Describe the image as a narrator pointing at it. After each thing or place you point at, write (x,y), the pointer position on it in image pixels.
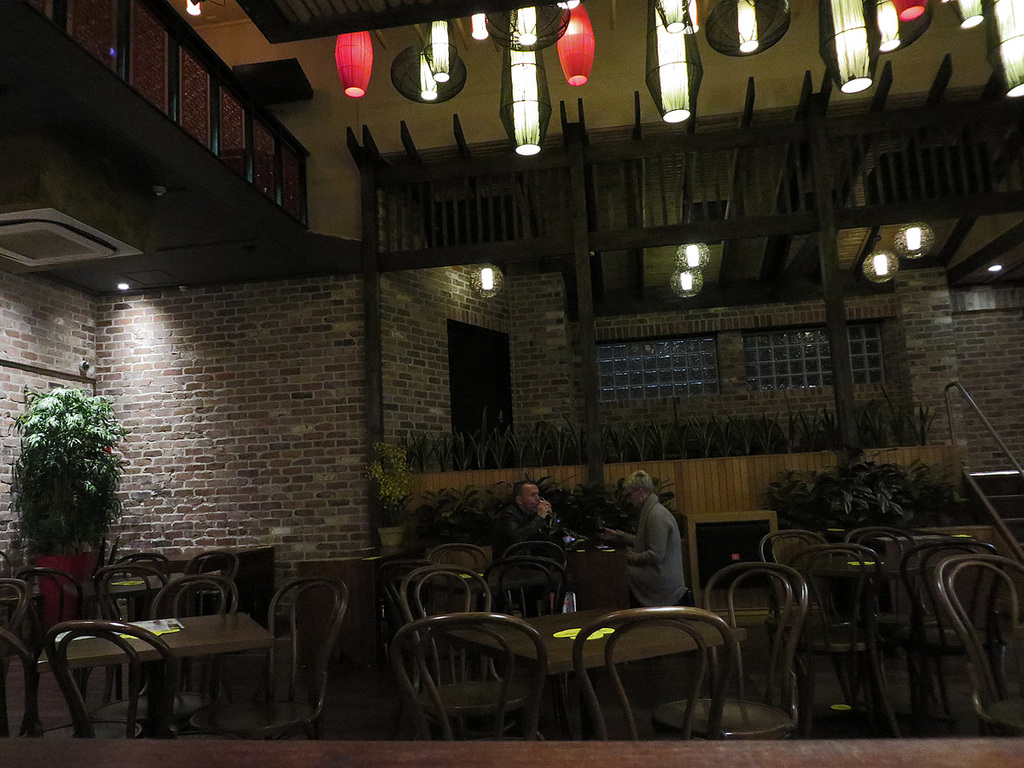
In this image I can see a table (565,635) and two persons (647,579) sitting on the chair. At the back side (411,474) there is a flower pot (400,517).
